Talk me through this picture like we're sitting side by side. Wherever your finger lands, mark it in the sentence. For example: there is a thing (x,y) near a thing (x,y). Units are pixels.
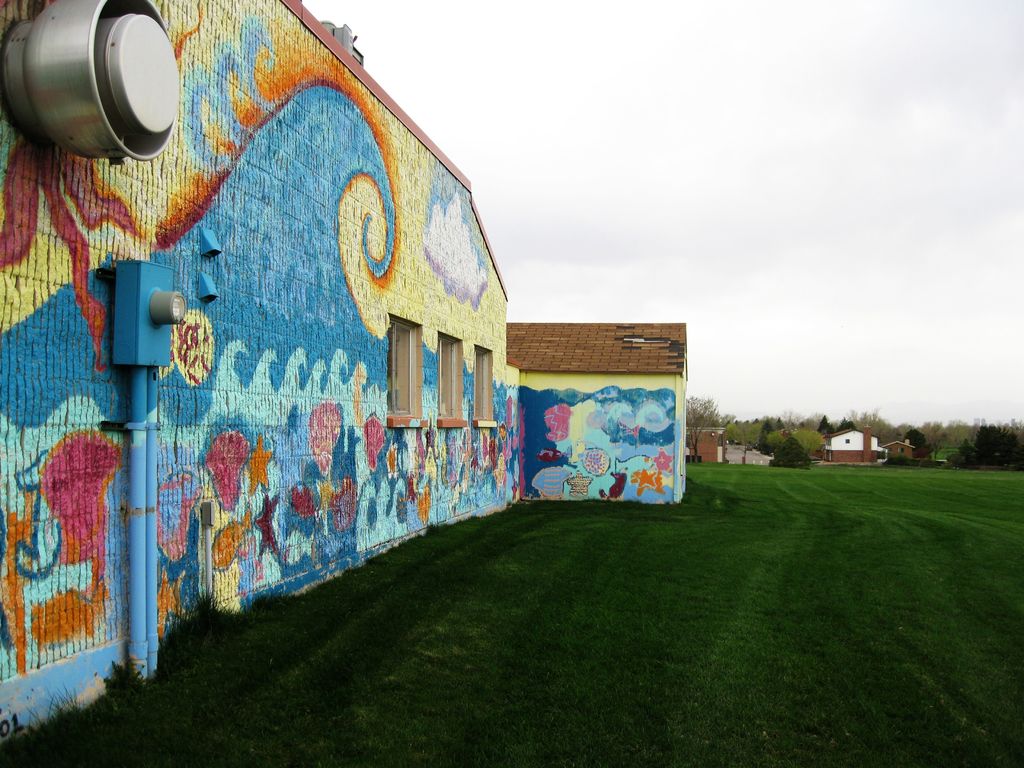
In this picture we can see some painting (490,317) on a house (313,485). We can see a grey object (75,148), window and other objects (130,548) on this house (72,428). Some grass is visible on the ground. We can see a few houses (715,439) and trees (973,440) in the background (699,448). We can see the sky (668,118) on top of the picture (690,123).
